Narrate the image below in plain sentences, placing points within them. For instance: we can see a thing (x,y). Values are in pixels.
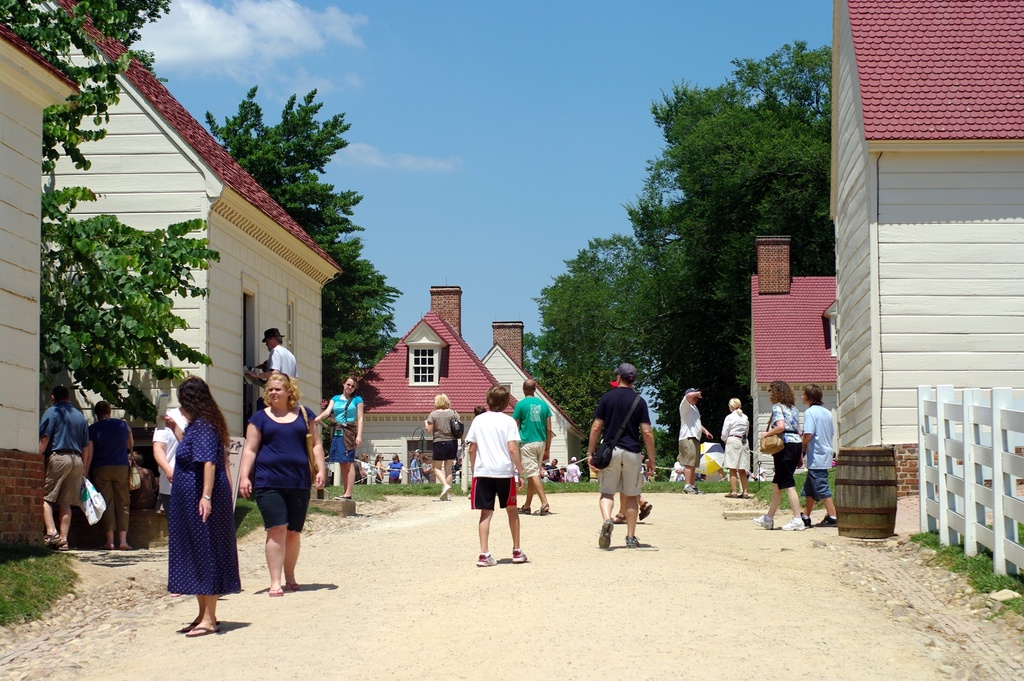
In this image there is a road (521,542) in the middle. On the road (533,538) there are so many people (515,444) walking on it. There are houses (462,340) on either side of the road (551,522). At the top (471,127) there is the sky (477,119). There are trees (645,313) in between the houses (861,336).
